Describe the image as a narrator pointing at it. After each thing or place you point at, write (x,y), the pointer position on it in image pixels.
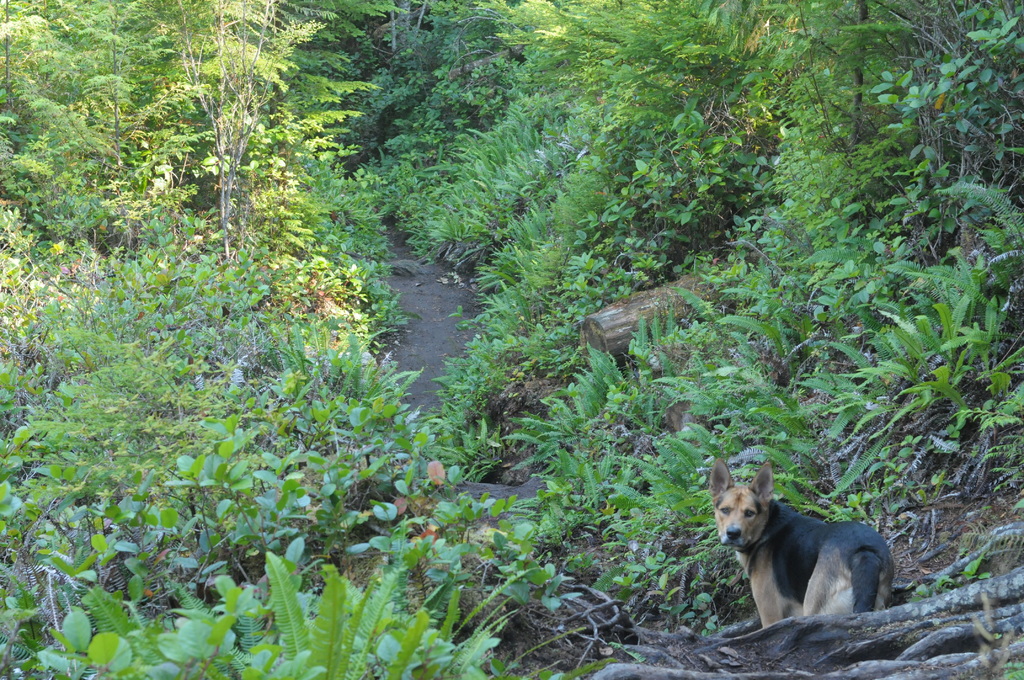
There is a dog (739,556) at the bottom of this image (805,573). We can see plants (127,276) and trees (217,126) in the background (264,84).
